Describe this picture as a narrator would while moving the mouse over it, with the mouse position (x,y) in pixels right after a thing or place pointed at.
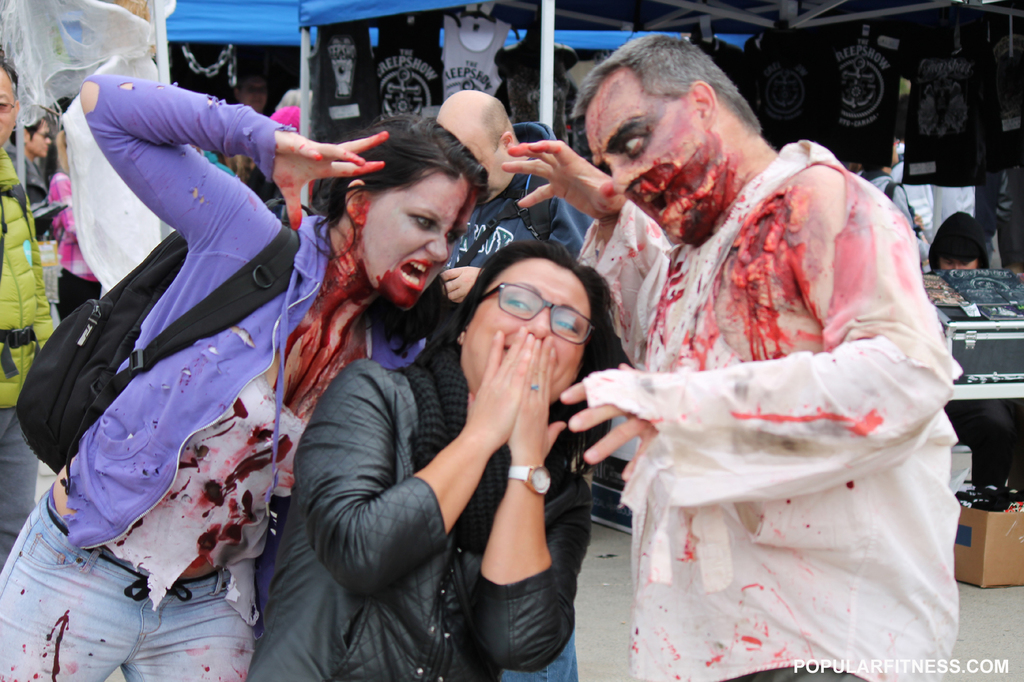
In this image in the photo there are three people (525,288) and two of them are having makeup (346,346) on their faces (667,106), and in the background (501,149) there are some people (43,154) and some stores (552,69). And in the stores (906,157) there are t-shirts (323,76), boxes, bags (891,189) and some objects (955,291). At the bottom (579,585) there is walkway (588,645).
